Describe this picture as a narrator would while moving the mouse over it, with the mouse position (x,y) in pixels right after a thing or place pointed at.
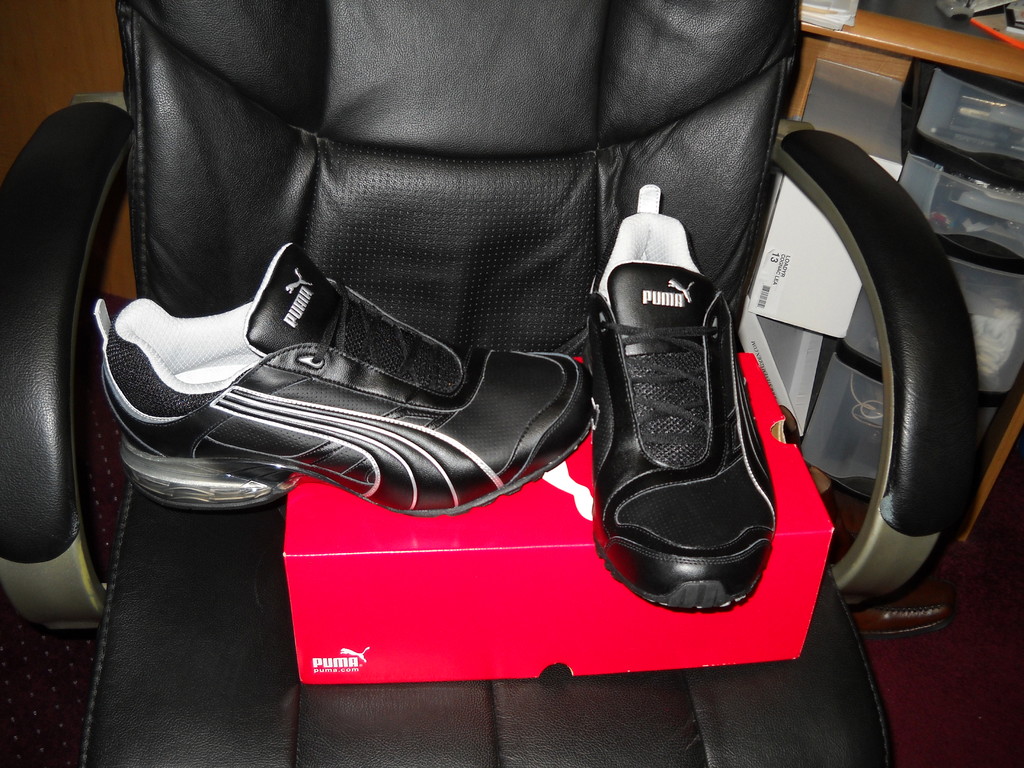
In this image we can see a chair (161,571), on the chair (270,532), we can see the shoes (493,475) and a box (429,585), in the background (866,39), it looks like a cupboard (937,35) with some objects (852,127) and also we can see the wall (15,41).
